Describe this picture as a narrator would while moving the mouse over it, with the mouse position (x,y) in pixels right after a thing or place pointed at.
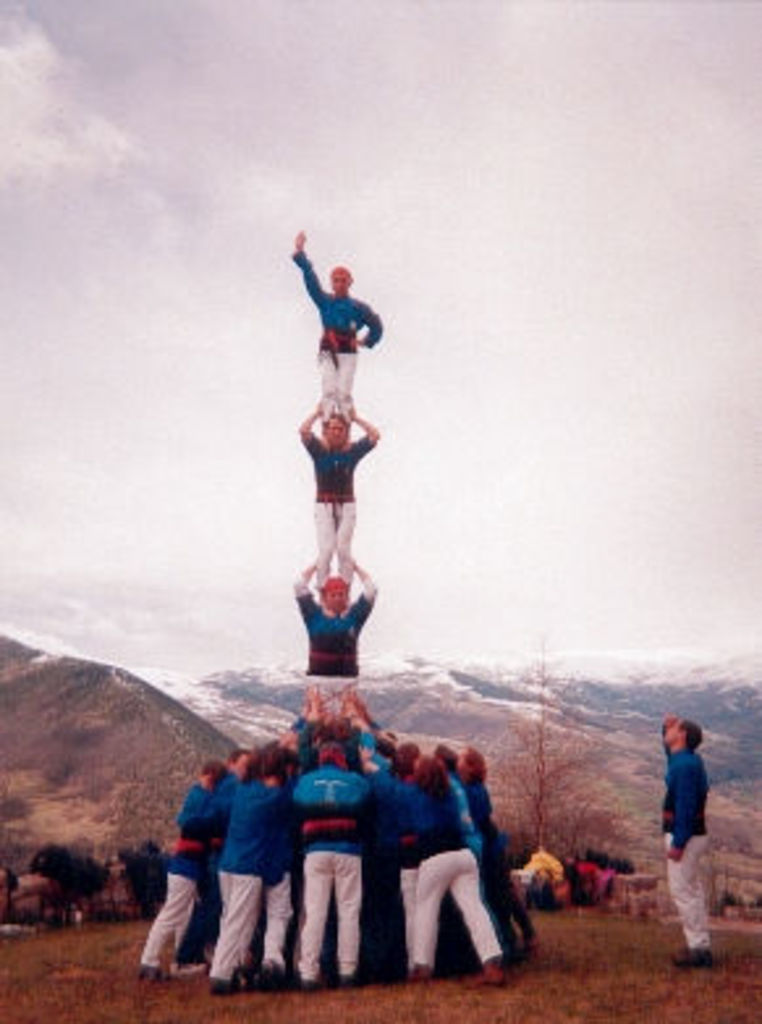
There are many people (349,837). Also there are persons (346,638) standing one above the other. In the back (305,664) there are trees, hills (513,699) and sky (509,605).
